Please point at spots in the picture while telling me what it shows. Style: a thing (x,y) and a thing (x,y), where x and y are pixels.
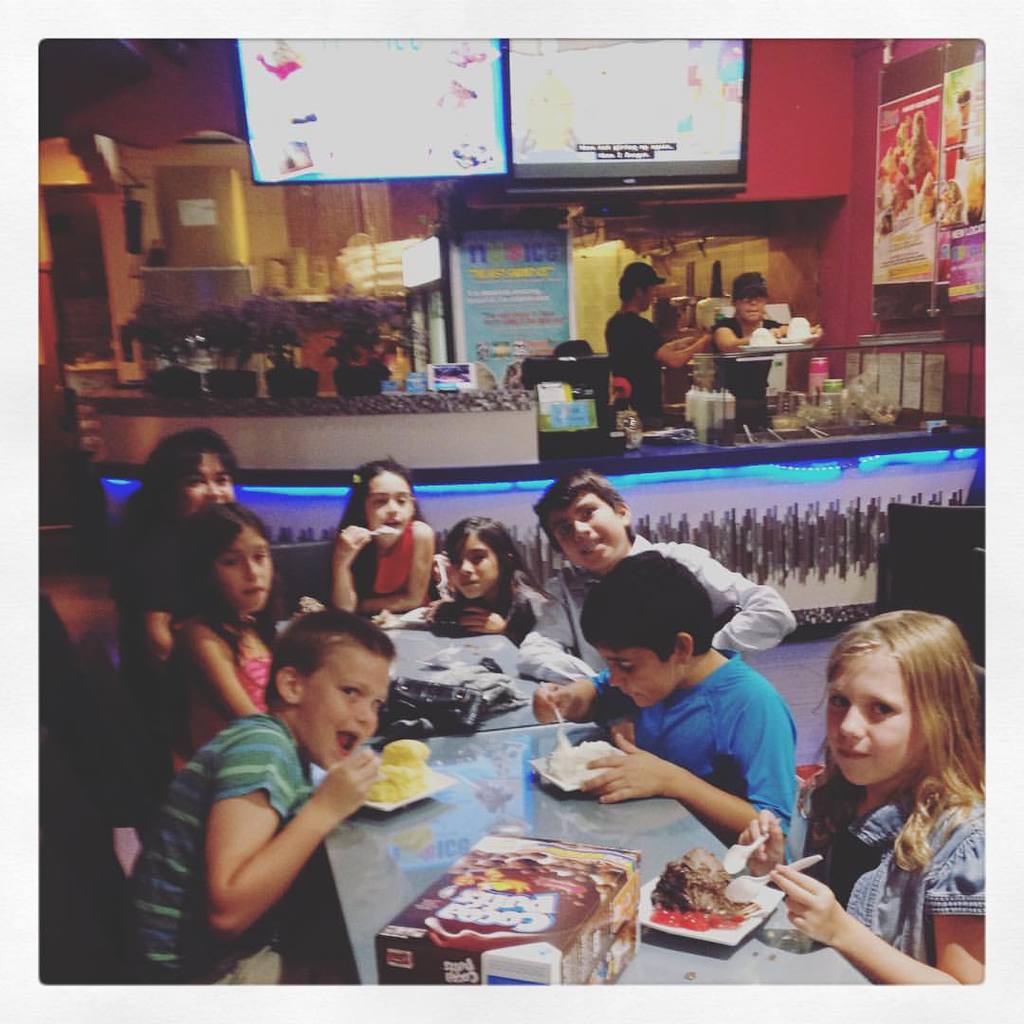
Here I can see many children (775,768) are sitting around the table (780,918), smiling and giving pose for the picture. On the table (417,882) there is a box (513,888) and the some food items (402,749). Few children (830,866) are holding the spoons (736,843) in the hands (747,837) and eating. In the background (727,335) two persons (648,339) are standing. There are many objects (515,364) on the tables (373,420) and also I can see few plant pots (173,381). On the right side (915,204) there are few posters (914,167) attached to the wall (843,131). At the top of the image (501,118) there are two screens (454,124).
